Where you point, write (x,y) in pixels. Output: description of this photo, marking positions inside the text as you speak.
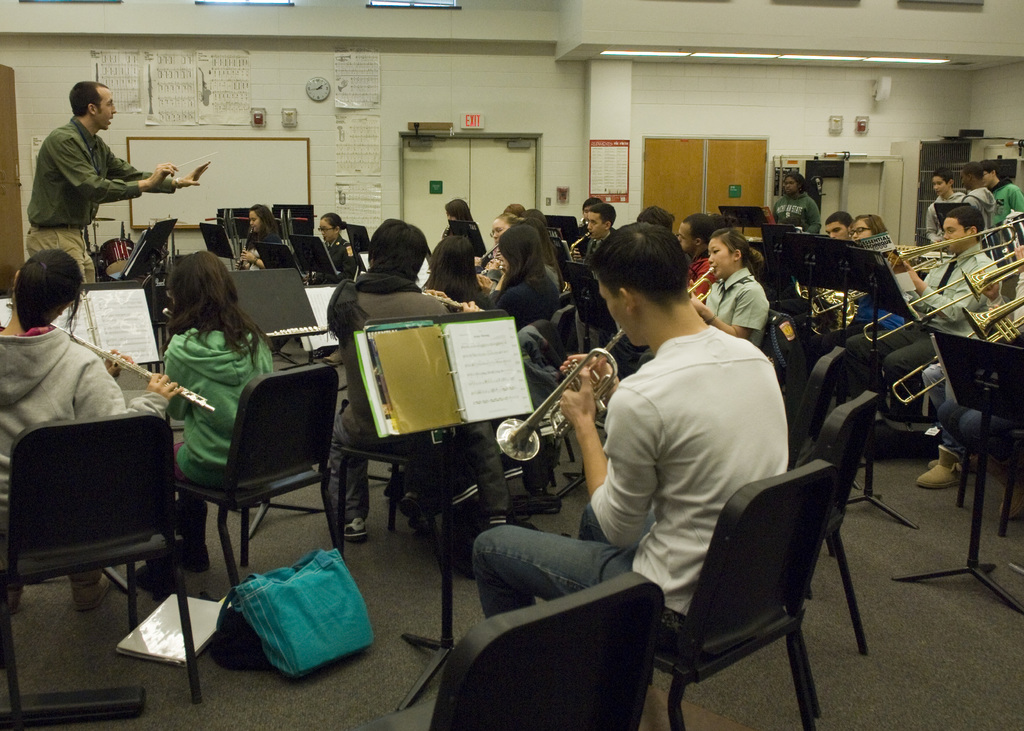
In this image we can see a group of people (598,577) who are sitting on a chair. They are playing a musical instrument (946,250). There is a person (33,242) standing on the top left side (32,217) and he is giving instructions to this people (913,334).
